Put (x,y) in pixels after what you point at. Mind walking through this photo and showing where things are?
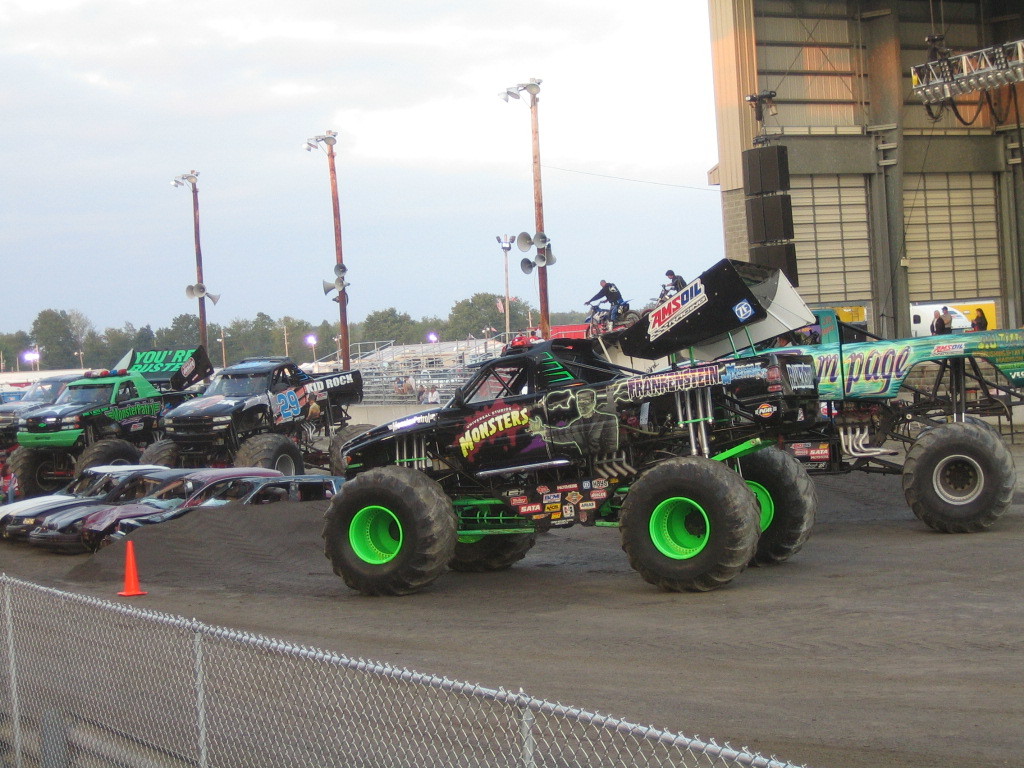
This picture is clicked outside. In the foreground (307,723) we can see the mesh (74,655) and the metal rods (514,703). In the center (367,477) we can see the monster trucks (551,395) placed on the ground (206,520) and there are some vehicles (114,503) parked on the ground (1013,587). In the background (435,142) we can see the sky (436,73), building (807,85), metal rods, lights (532,89), poles (545,273), trees (460,319) and some other objects (763,225).
